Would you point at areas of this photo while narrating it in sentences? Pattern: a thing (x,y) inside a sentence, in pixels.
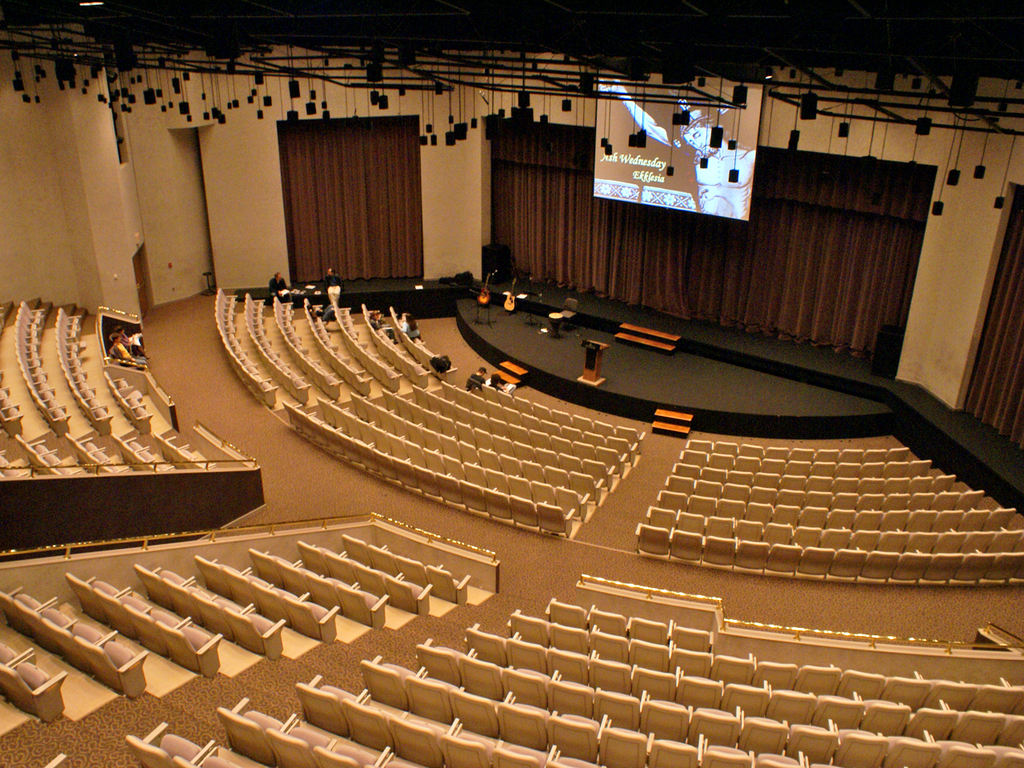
This is the picture of an auditorium (237,417). On the left side of the image (140,347) there are two persons (140,347) sitting on the chairs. At the back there are group of people (470,377) sitting on the chairs (426,356). There are two persons (332,283) sitting behind the table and there are objects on the table (296,299). There are musical instruments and there is a podium (596,347) on the stage (737,383). At the back (311,171) there are curtains (625,268). At the top (687,208) there is a screen (687,195).
